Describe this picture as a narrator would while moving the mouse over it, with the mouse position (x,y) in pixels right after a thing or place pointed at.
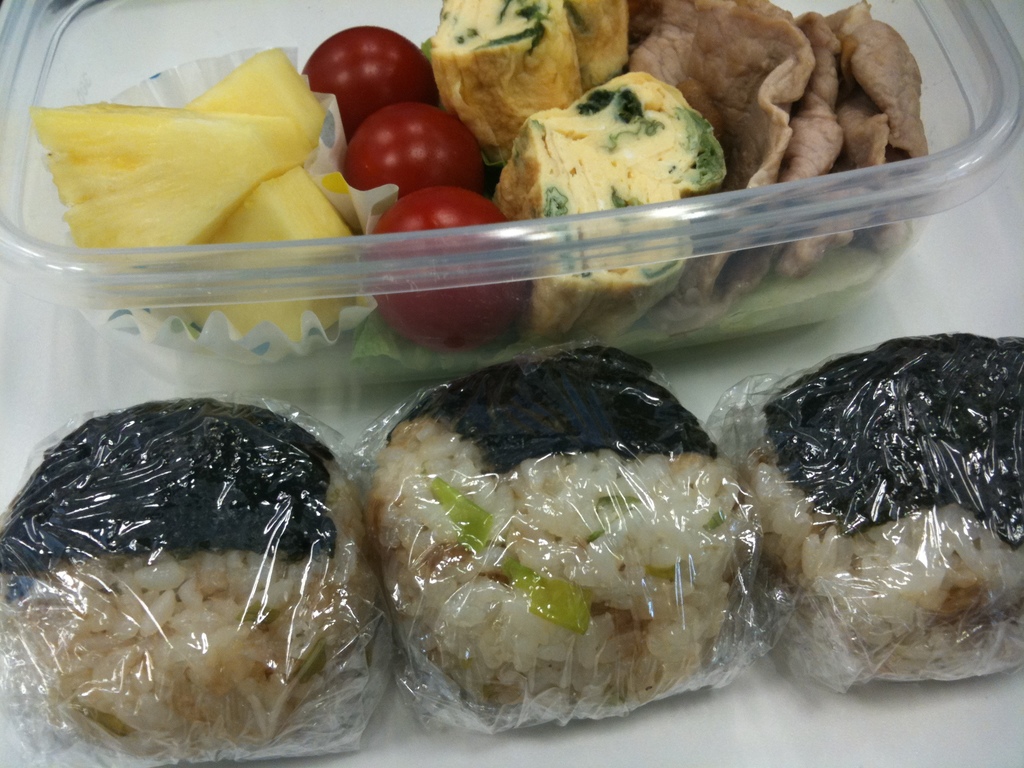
In this image, we can see food items (283,141) in the tray (371,320) and there are some more items (447,525), which are packed.
